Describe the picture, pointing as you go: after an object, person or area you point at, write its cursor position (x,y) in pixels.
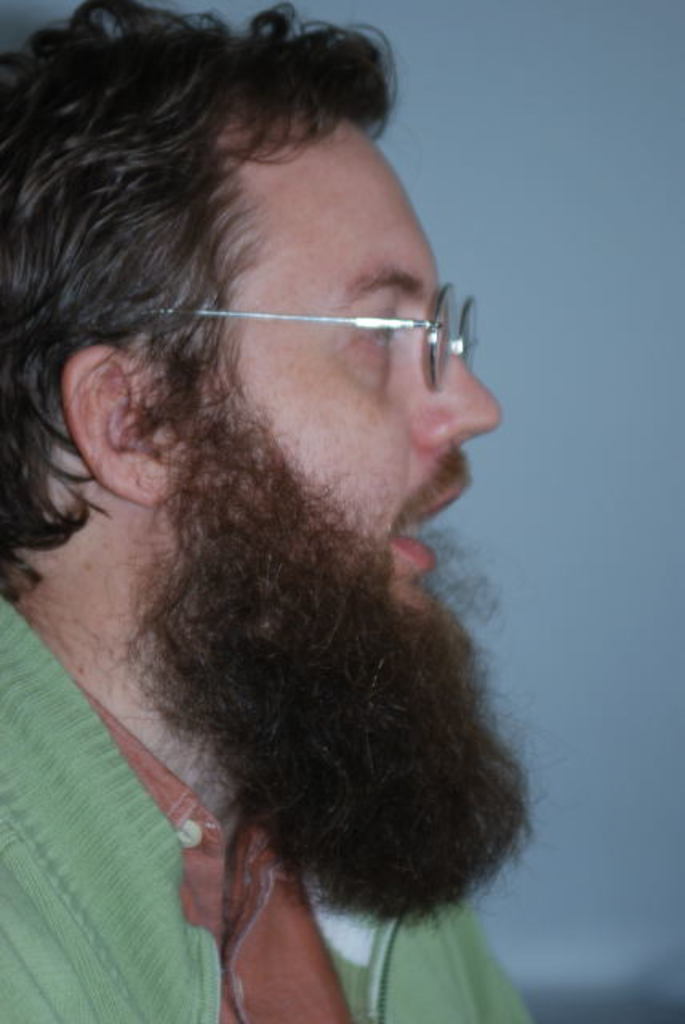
In this image I can see the person (358,905) is wearing brown and green color dress (184,1007). Background (643,614) is in blue and white color.
